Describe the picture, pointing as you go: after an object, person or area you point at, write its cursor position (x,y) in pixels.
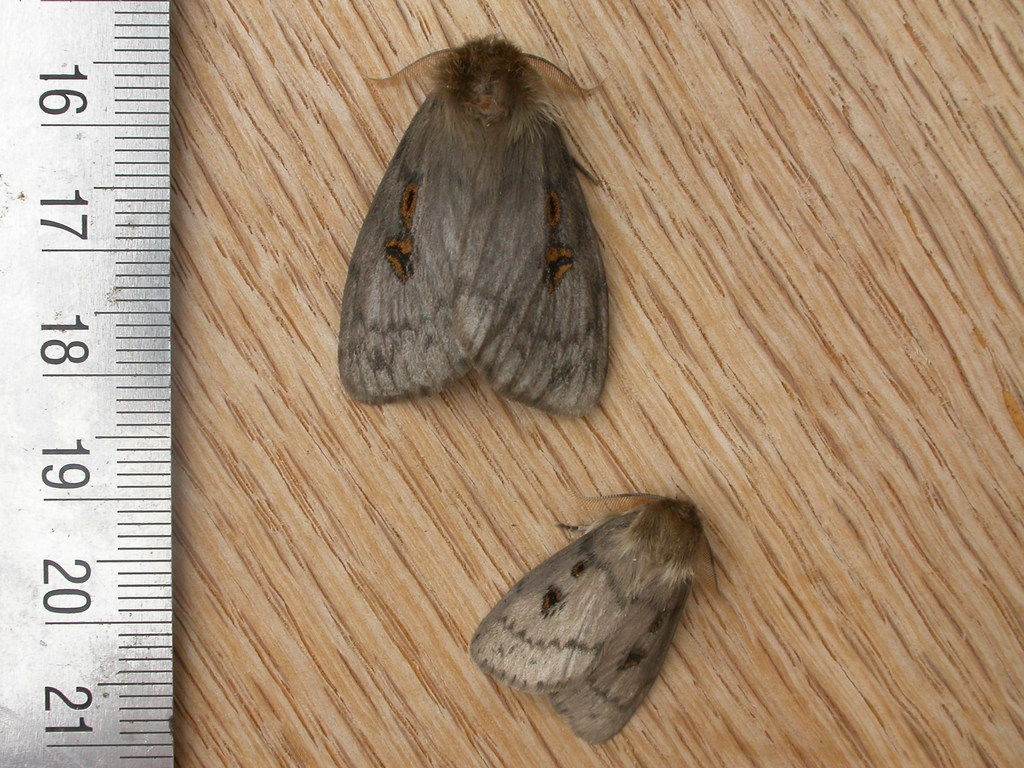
In the image there are two moths (414,140) standing on the wooden table (699,728), on left side (51,419) there is measuring scale (40,398).
